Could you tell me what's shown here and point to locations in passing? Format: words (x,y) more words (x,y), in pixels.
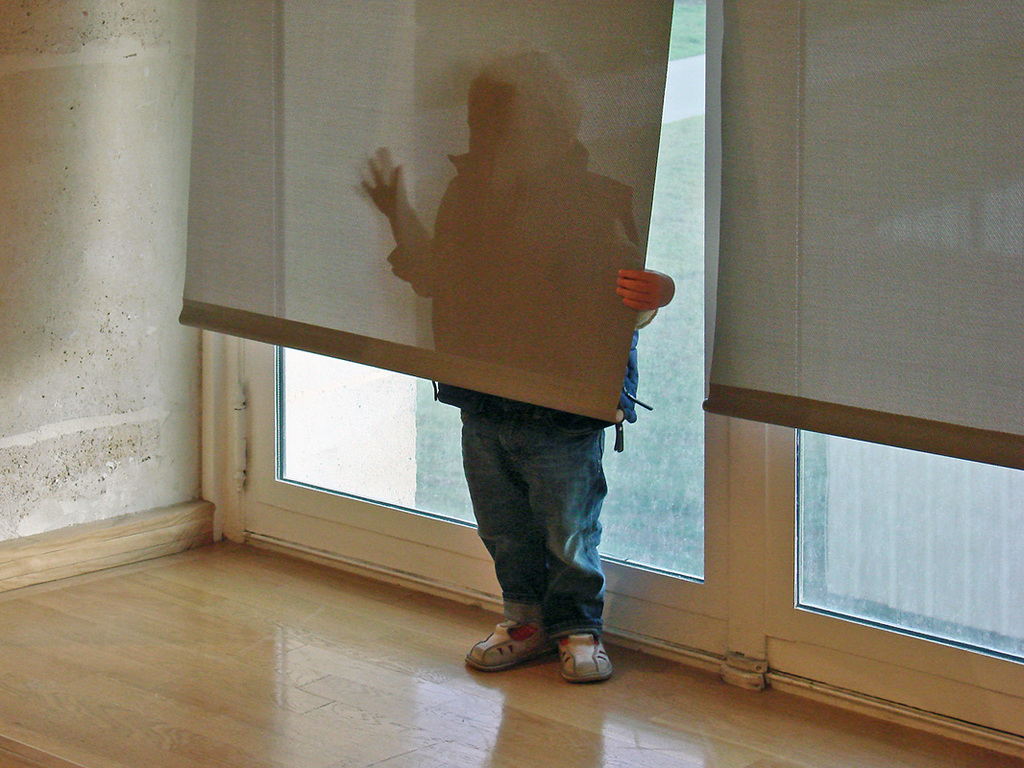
In this image we can see a child (568,637) hiding behind the blinds (511,330). In the background (198,336) we can see windows (314,409), walls (122,190) and floor (215,620).
